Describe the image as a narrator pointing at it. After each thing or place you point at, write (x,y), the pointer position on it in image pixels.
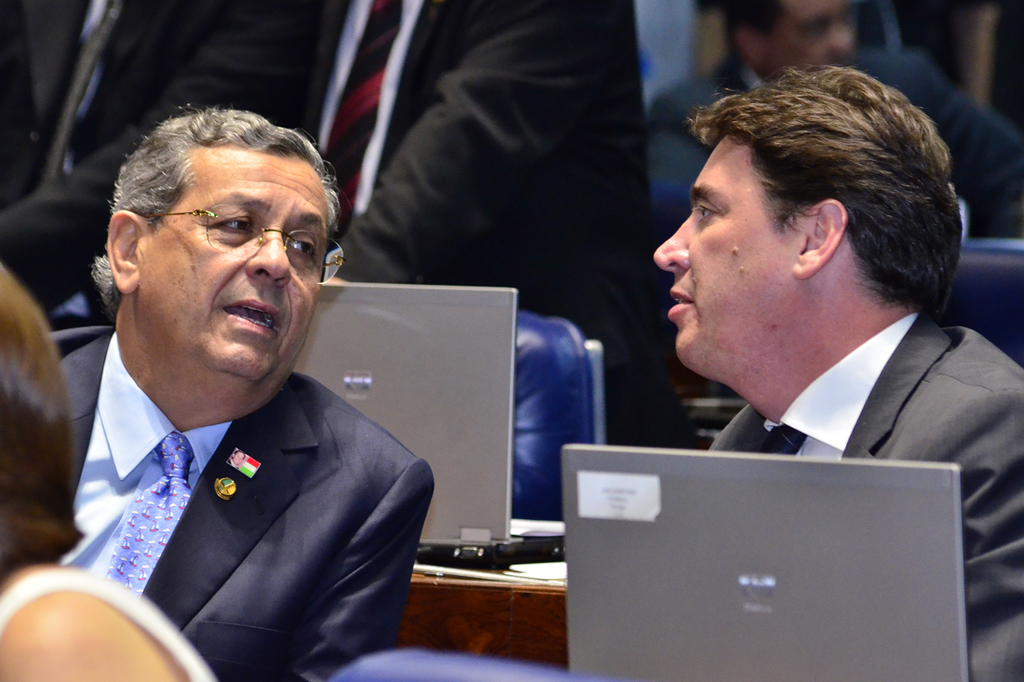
In this image there are two persons (337,469) sitting, there are laptops (600,638) on the tables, and in the background (506,205) there are group of people (506,205).
